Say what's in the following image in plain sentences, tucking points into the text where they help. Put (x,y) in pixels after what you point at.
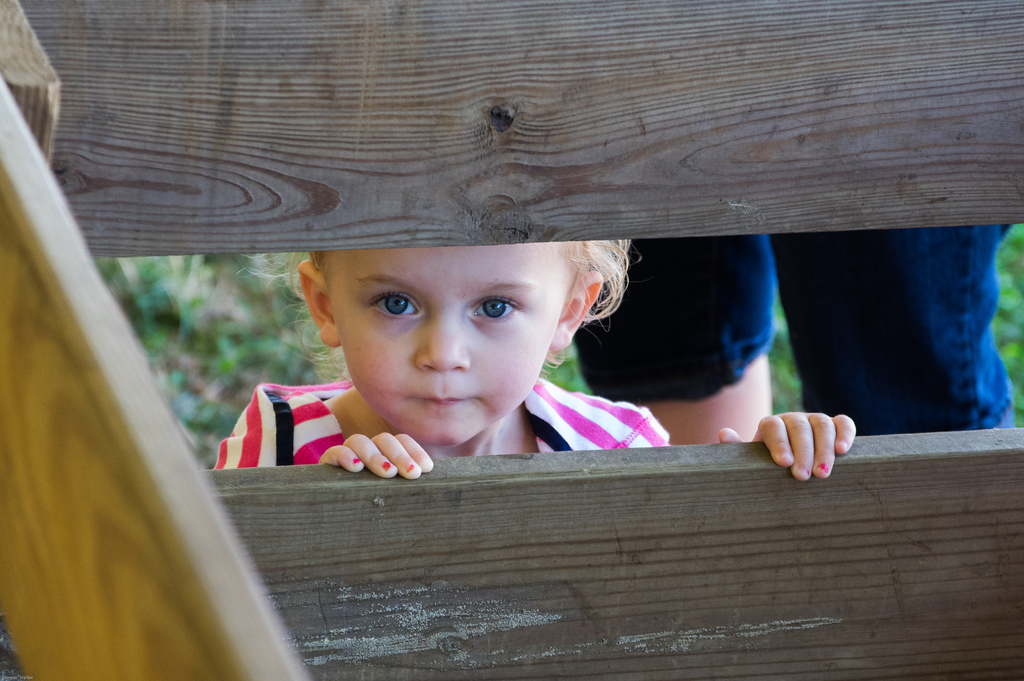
In this picture there is a small girl (411,372) in the center of the image (529,332).
